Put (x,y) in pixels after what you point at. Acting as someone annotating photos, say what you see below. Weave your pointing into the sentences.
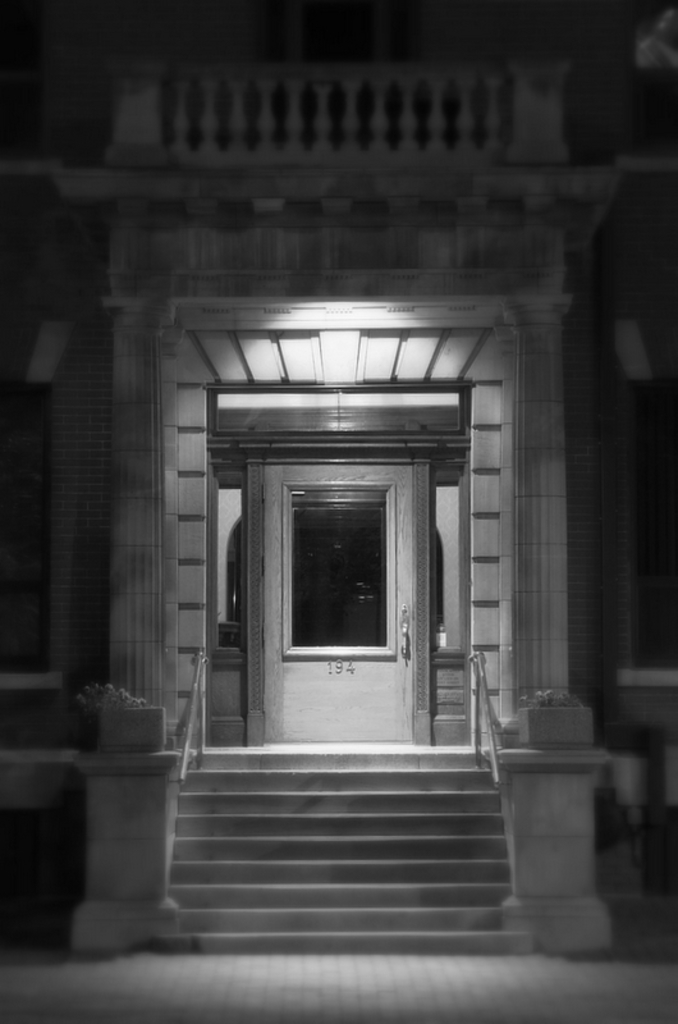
In this image I can see stairs (360,781), a door (329,641) and on it I can see few numbers (342,663) are written. I can also see this image is black and white in colour and I can see this image is little bit in dark.
